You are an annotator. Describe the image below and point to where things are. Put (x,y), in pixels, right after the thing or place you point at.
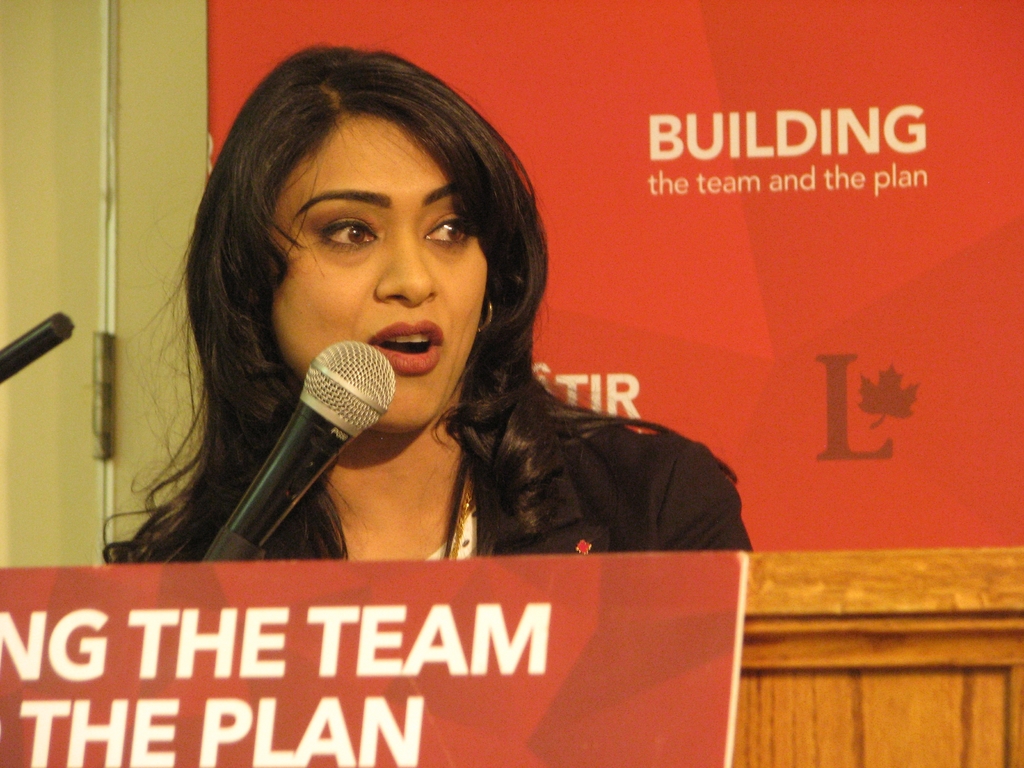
This picture shows a woman (463,363) standing and speaking with the help of a microphone (355,377) and we see couple of boards (698,167) with text (812,181).
